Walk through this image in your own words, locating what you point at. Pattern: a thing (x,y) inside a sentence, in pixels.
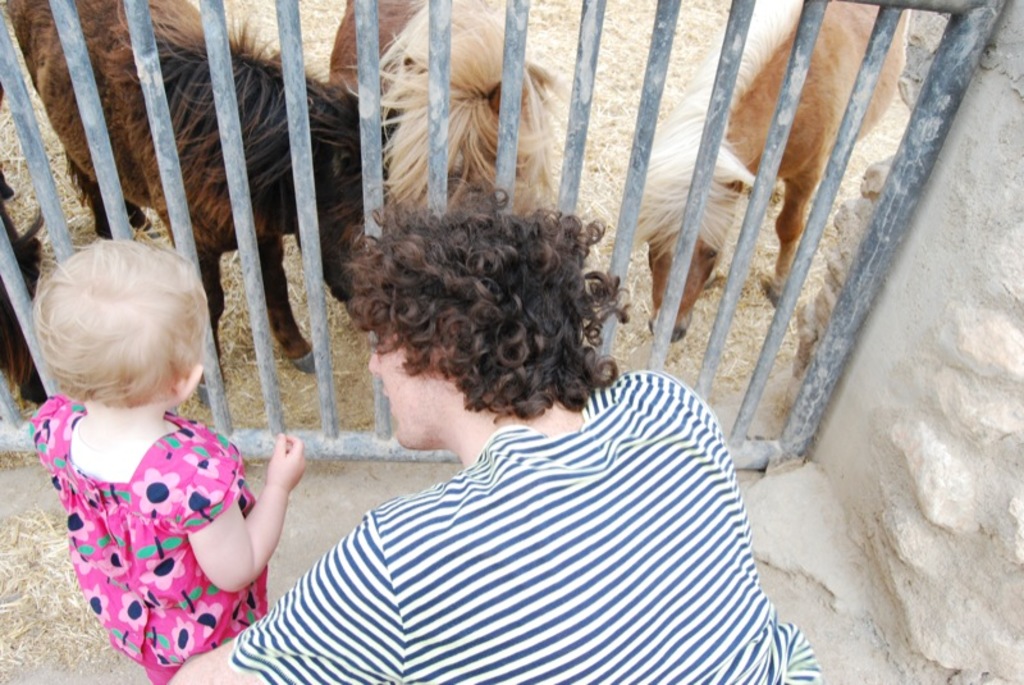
In this image there are two persons (243,520) in the front (403,532). In the center (367,440) there is a fence (438,178) and behind the fence (376,134) there are ponies (260,141).
